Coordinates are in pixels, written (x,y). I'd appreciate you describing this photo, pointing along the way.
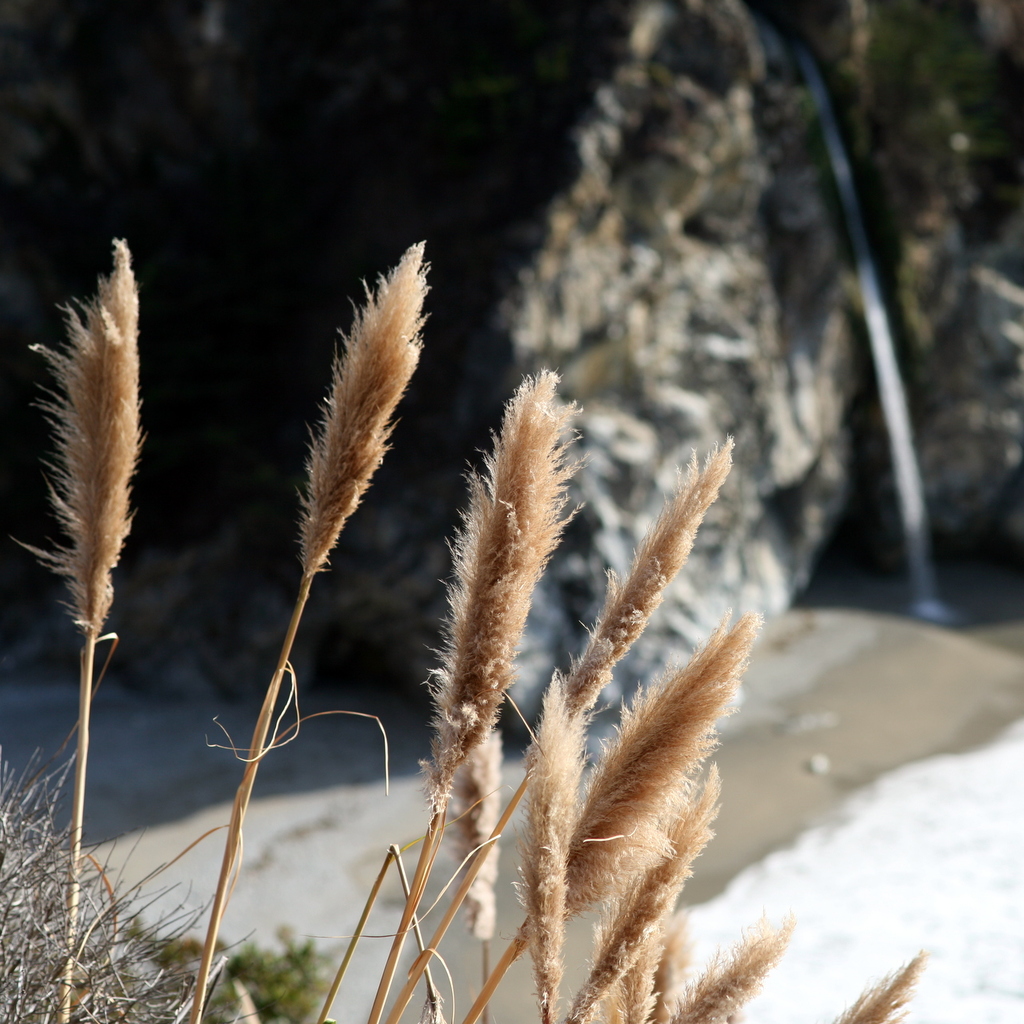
This picture is clicked outside. In the foreground (107,593) we can see the plants (582,851). In the background (731,403) there are some objects (800,357) which seems to be the rocks (835,534).
